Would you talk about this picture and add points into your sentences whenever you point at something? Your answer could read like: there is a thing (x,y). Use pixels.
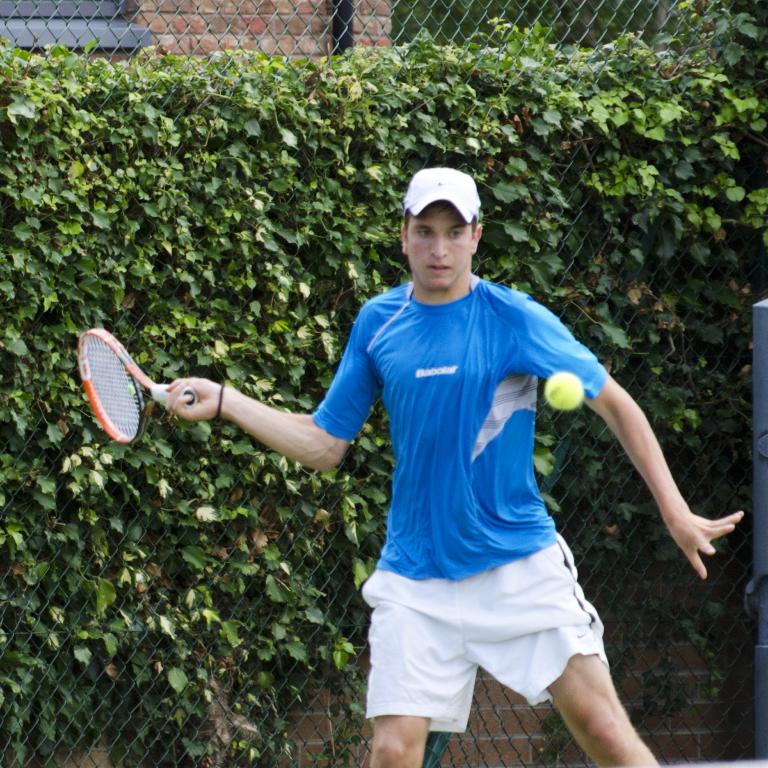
In this picture we can see man (420,532) wore blue color T-Shirt (449,331), cap (419,202) holding tennis racket (105,352) in his hand (170,395) and trying to hit the ball (572,408) and the background we can see tree (296,121), net (313,6).
